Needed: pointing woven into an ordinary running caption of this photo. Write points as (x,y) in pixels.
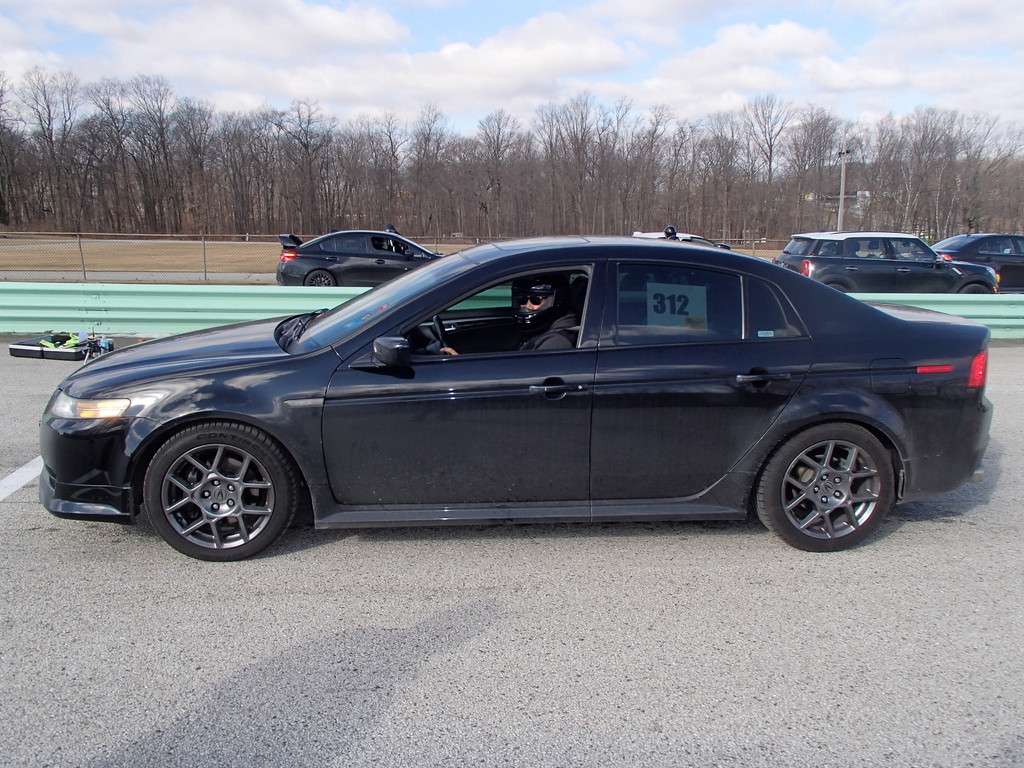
There is a person (540,310) sitting inside a car (531,249) and wore helmet (552,302) and we can see cars (771,365) on the road (351,594) and fence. In the background (40,196) we can see pole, trees (581,162) and sky (518,54) with clouds (601,49).
